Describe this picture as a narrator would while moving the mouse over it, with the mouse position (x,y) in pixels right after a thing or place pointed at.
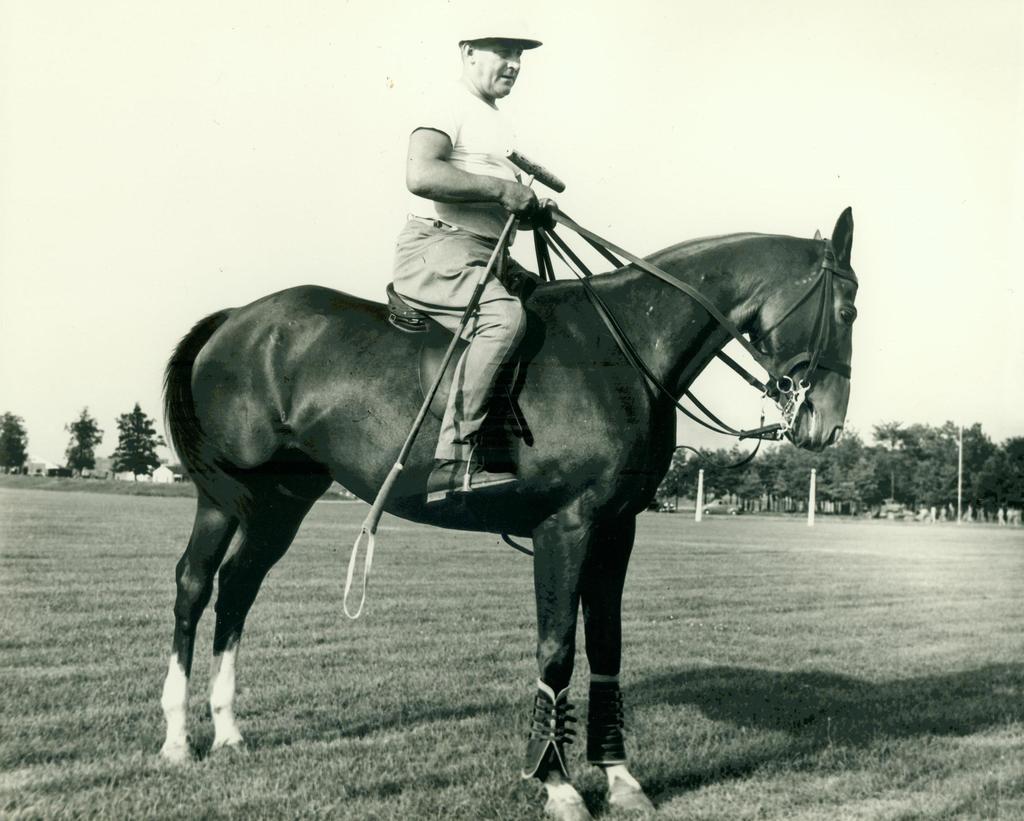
This looks like a black and white picture. This is a horse (565,507) and a man (500,262) is sitting on the horse (579,421), he is holding a stick (522,157). At background (140,460) I can see trees (125,465).
